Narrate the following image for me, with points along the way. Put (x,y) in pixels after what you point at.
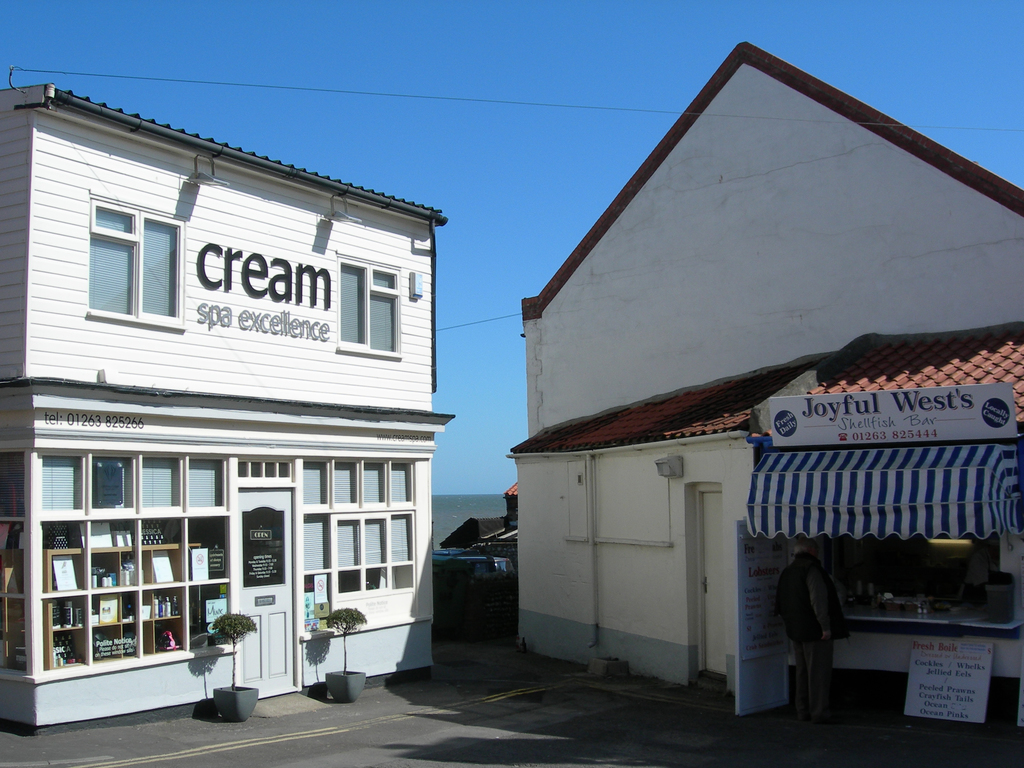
In this image we can see a building (197,404) and also a house (899,324). We can also see the roof (936,488) for shelter. Image also consists of two flower pots (344,640) and text boards (934,691). At the top (453,86) there is sky (513,42). We can also see the wire (561,105) and at the bottom (594,700) there is road (640,689).
